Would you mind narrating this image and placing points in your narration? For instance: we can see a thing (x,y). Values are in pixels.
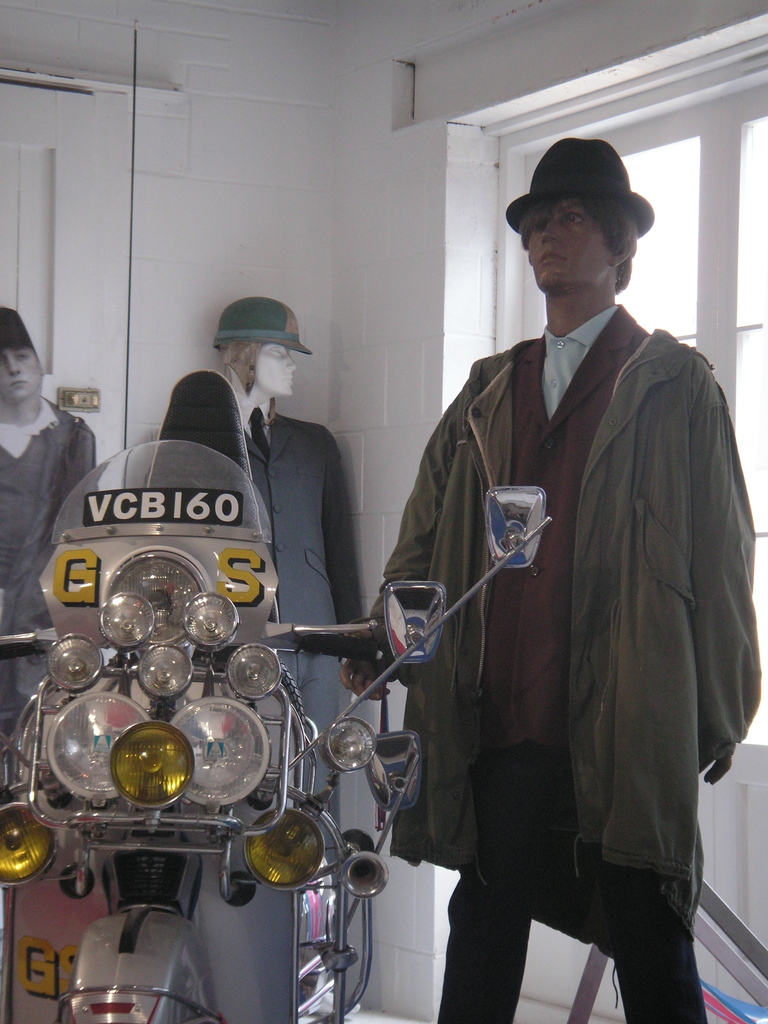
In this image we can see a motorcycle (112,698) which is in silver color and there are some demo pieces (398,551) to which there are some dresses (458,622) attached and in the background of the image (305,235) there is a wall (363,167) and window (716,310).
